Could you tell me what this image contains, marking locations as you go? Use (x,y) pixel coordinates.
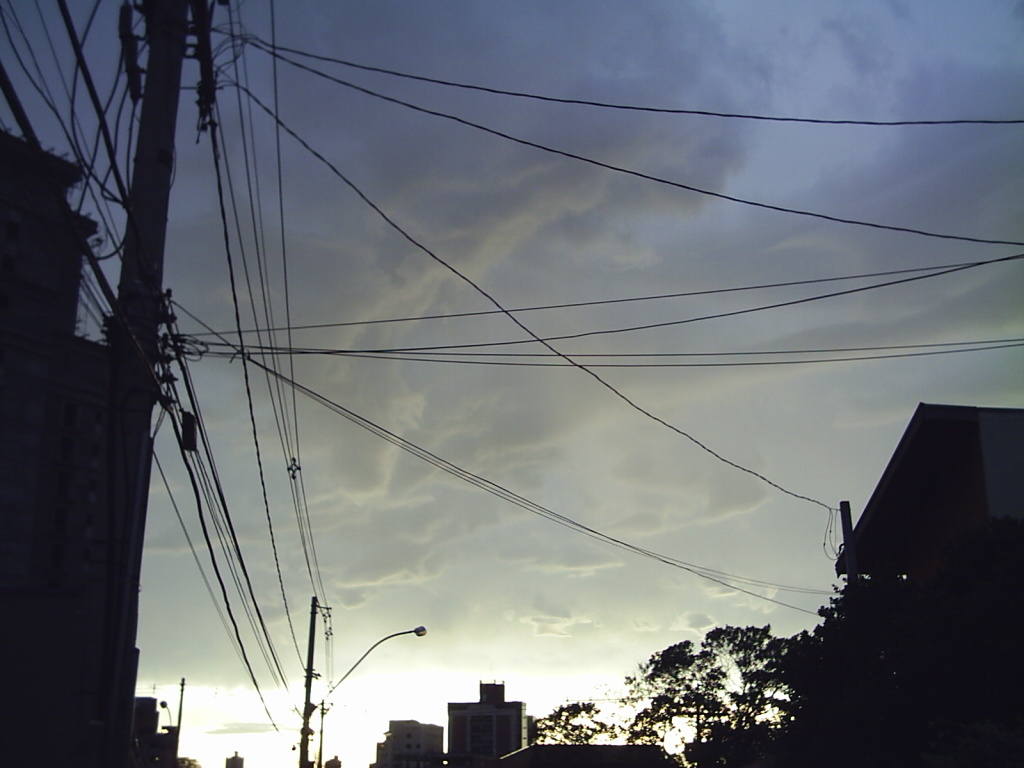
In this image we can see some buildings (873,552), two lights (167,705) with poles (311,710), some trees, some poles (308,741) with wires (209,42), some objects (209,42) attached to the poles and in the background (302,726) there is the cloudy sky (537,588).
